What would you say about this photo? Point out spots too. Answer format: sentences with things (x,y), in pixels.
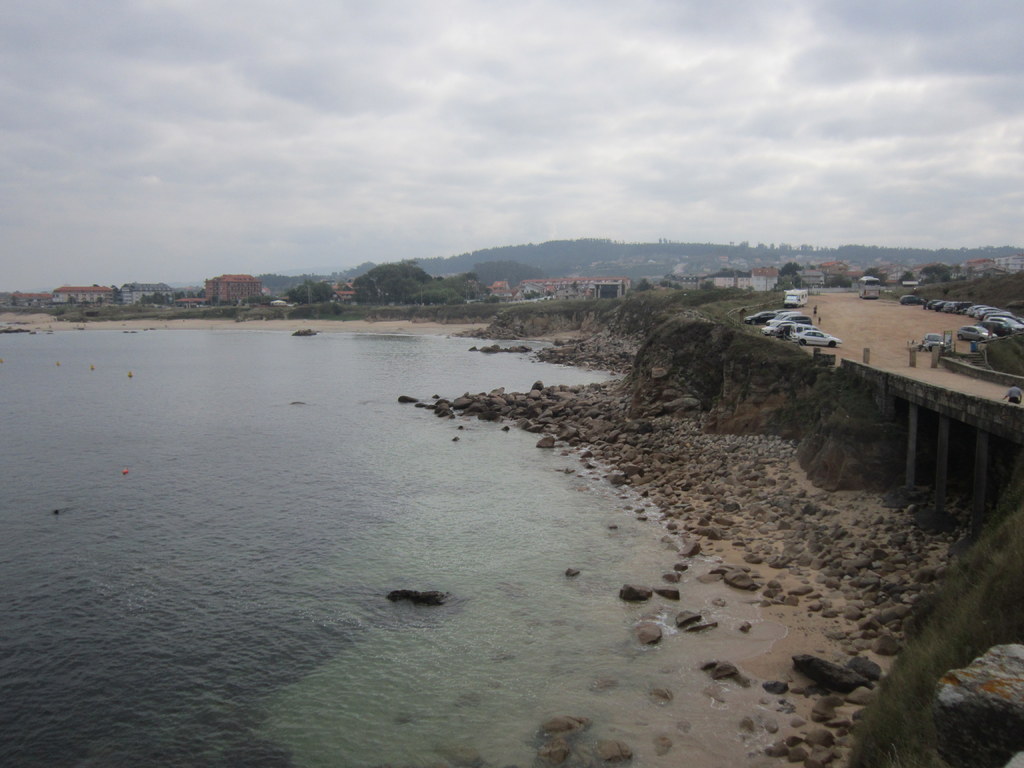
In this image I can see many vehicles (938,340) on the bridge (918,363). To the side of the bridge (909,371) I can see many stones (545,359) and water (150,468). In the background (351,298) I can see many trees (379,299), houses (582,285), mountains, clouds (368,180) and the sky (333,157).
